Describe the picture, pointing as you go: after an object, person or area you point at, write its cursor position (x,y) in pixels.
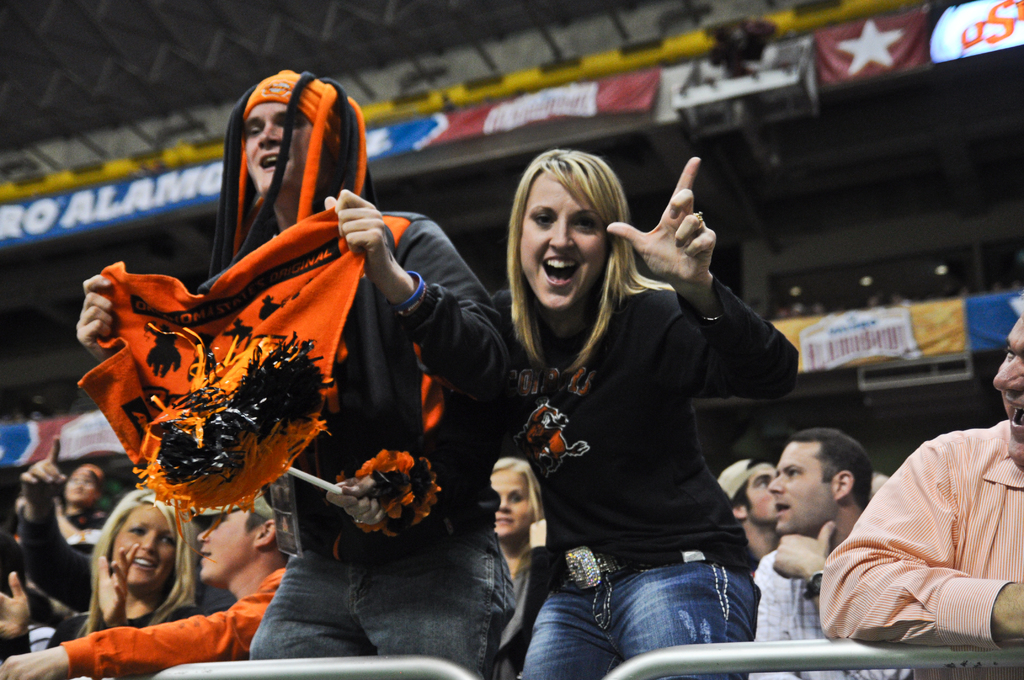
In this image a person (459,515) wearing a cap (302,87) is standing and holding an orange cloth (290,286). Beside him there is a woman (675,564) wearing black top (630,397). She is holding a stick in her hand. Behind them there are few persons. Top of image (185,211) there are few banners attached to the wall (424,185).
